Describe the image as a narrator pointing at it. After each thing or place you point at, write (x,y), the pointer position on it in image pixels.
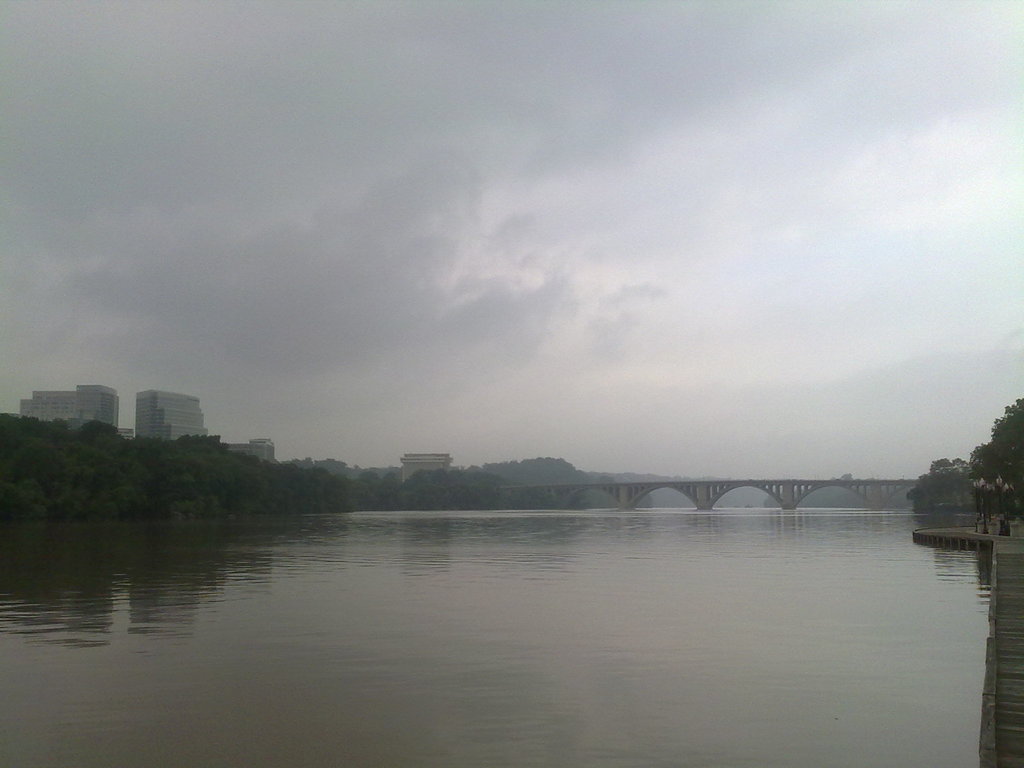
In the image we can see this is a water (347,628), bridge (808,481), trees (232,492), building (258,441) and a cloudy sky (523,283).
